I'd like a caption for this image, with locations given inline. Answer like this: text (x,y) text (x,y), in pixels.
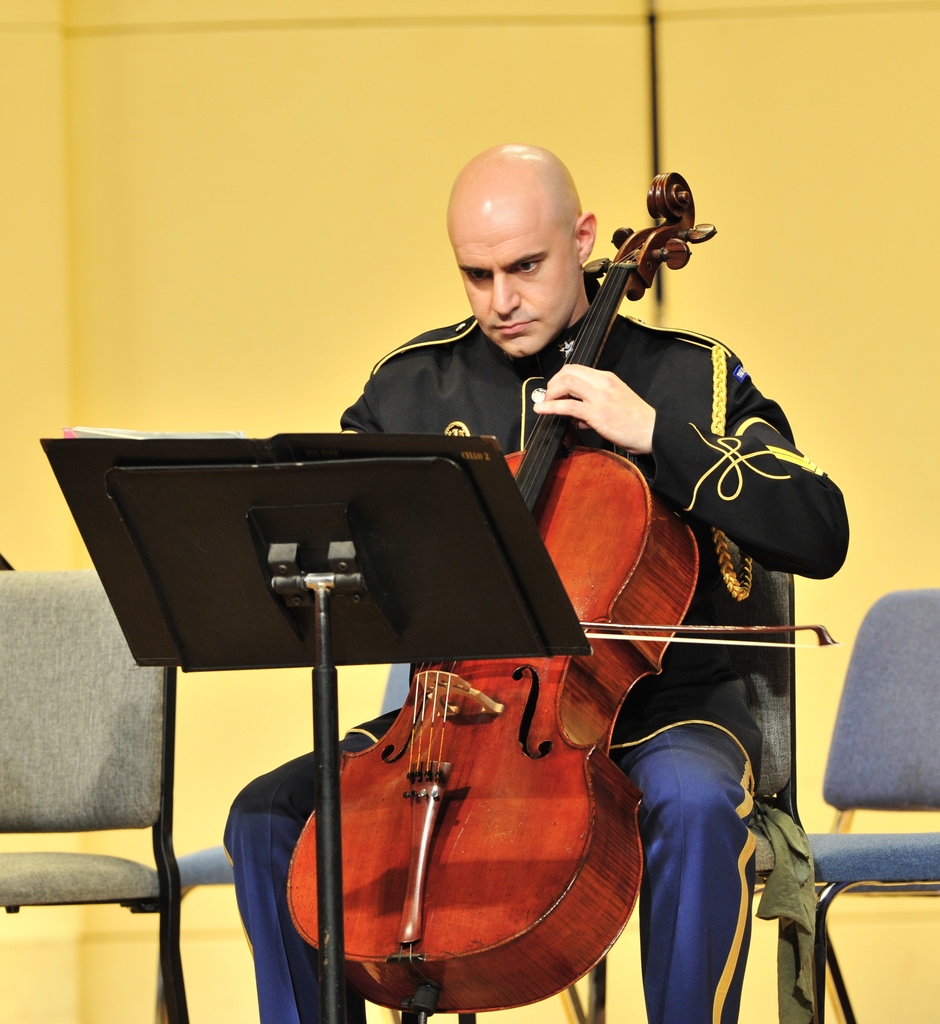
In this image in the front (309,619) there is a stand (350,592). In the center (618,583) there is a man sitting on the chair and holding a musical instrument (527,707) and playing and there are empty chairs (60,722). In the background (768,169) there is a wall (768,169).
